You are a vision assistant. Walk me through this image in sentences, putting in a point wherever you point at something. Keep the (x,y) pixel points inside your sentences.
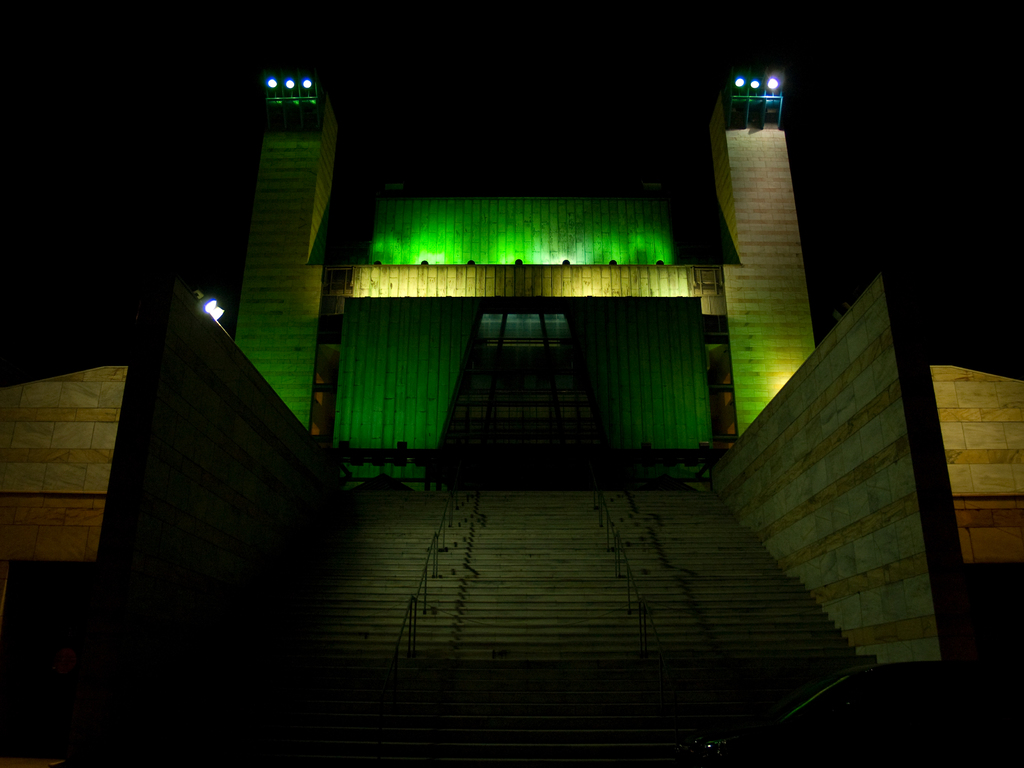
There are stairs (476,553) in the center of the image (427,490) and there is a house (278,169) in front of the stairs (492,572) and there are lights (768,79) on the pillars (314,360), it seems to be the picture is captured during night time.
